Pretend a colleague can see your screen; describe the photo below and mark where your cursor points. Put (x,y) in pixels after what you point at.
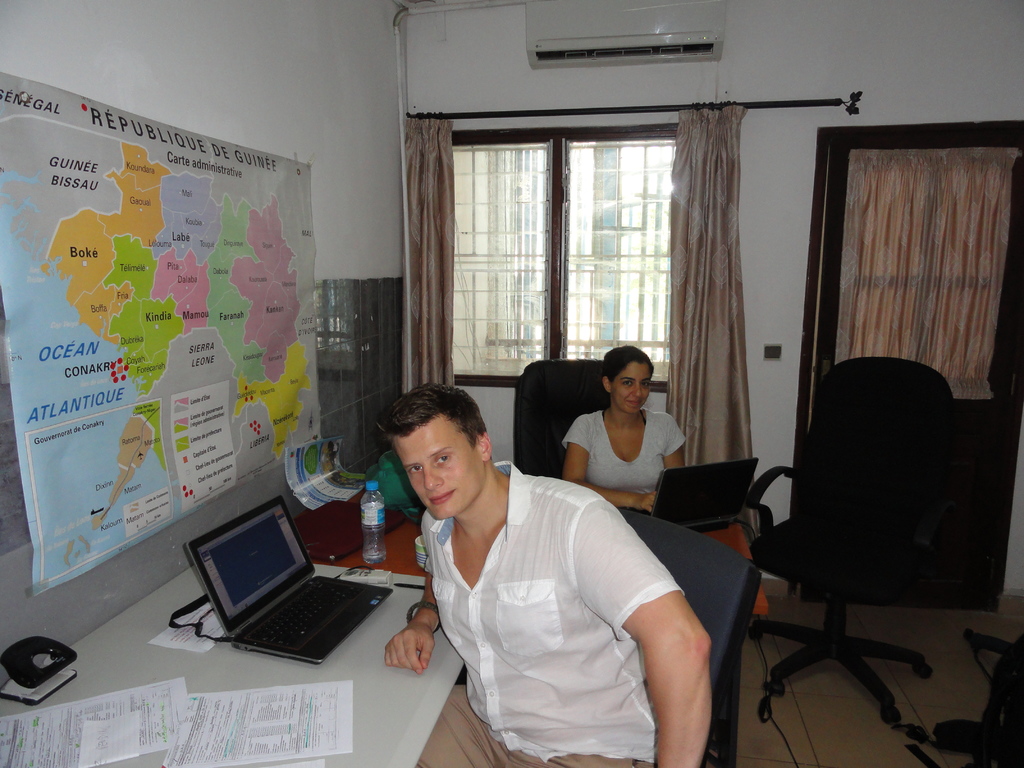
In this picture there are two people (434,430) those who are sitting on the chairs (735,659), facing towards the front direction, the boy (450,412) who is sitting at the center of the image (428,460) having a laptop (233,540) and there is another laptop (705,518) on the desk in front of lady (625,365) and there is a poster (45,284) of maps (41,309) at the left side of the image (217,459) and there is a door (867,138) at the right side of the image (953,433).
